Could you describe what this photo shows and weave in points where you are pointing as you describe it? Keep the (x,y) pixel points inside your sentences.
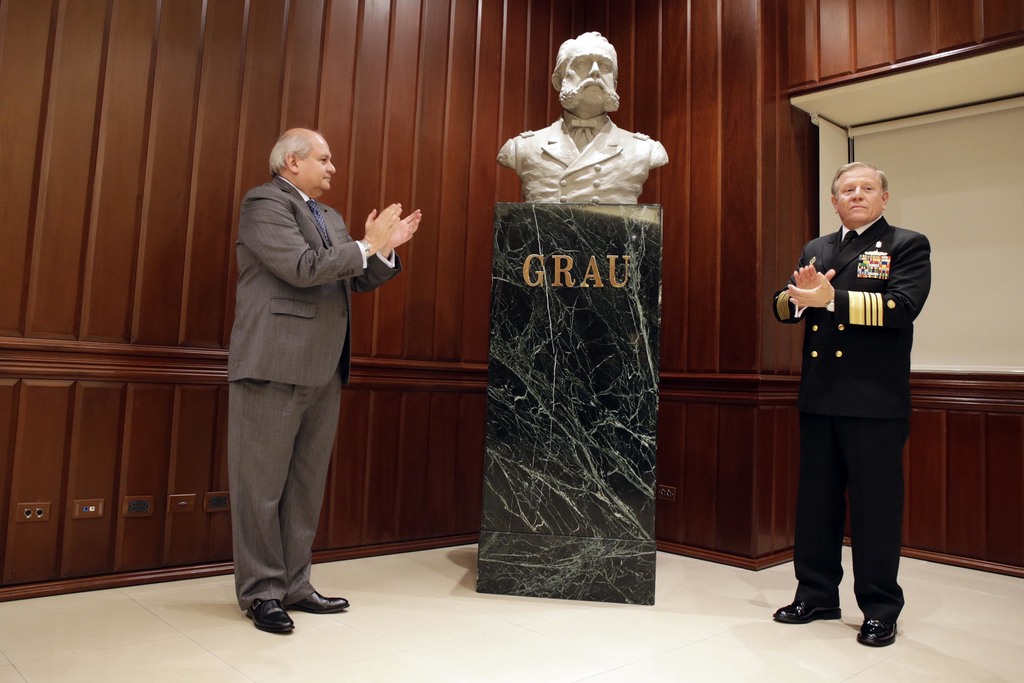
In this image there are two men (321,371) standing, they are clapping hands (802,296), there is a sculpture (573,126) of a man (566,139), there is text (611,268), there is wooden wall (218,233), there is a blind (943,208) towards the right of the image (954,218).
